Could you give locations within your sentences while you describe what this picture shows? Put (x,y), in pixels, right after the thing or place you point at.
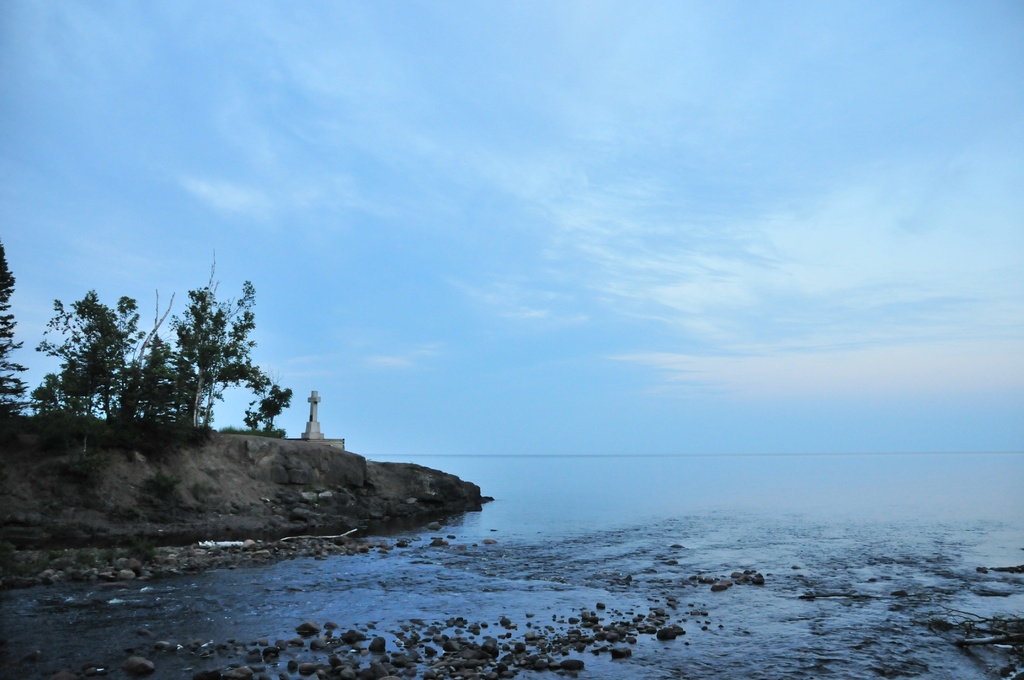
At the bottom (491,576) we can see stones (309,634) and water (560,606) and on the left (182,391) there are trees (136,423) and a cross symbol (317,417) on the ground (153,473). In the background (508,460) we can see water (708,474) and clouds (590,217) in the sky (551,281).
